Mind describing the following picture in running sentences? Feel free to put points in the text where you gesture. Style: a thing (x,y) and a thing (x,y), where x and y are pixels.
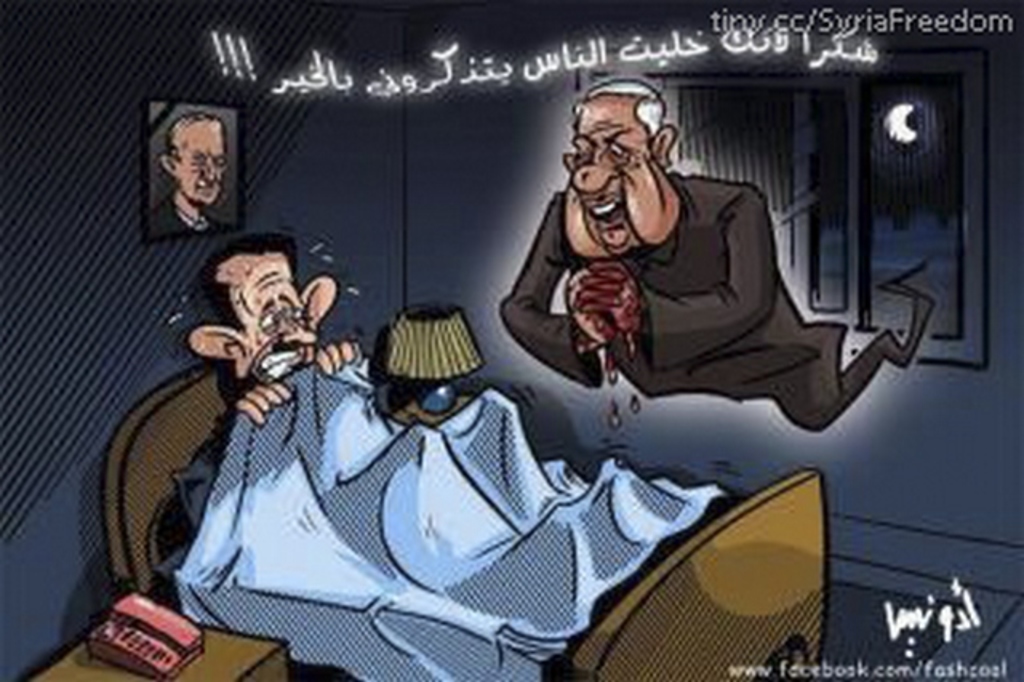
This is an animated image. In this image we can see a person (253,362) lying on a cot (645,587). Near to that there are tables (237,636). On that there is a telephone (155,633) and a table lamp (432,330). On the wall (135,158) there is a photo frame (189,183). In the back (742,280) there is a person (693,246) and a window (854,189). Also something is written on the image.
